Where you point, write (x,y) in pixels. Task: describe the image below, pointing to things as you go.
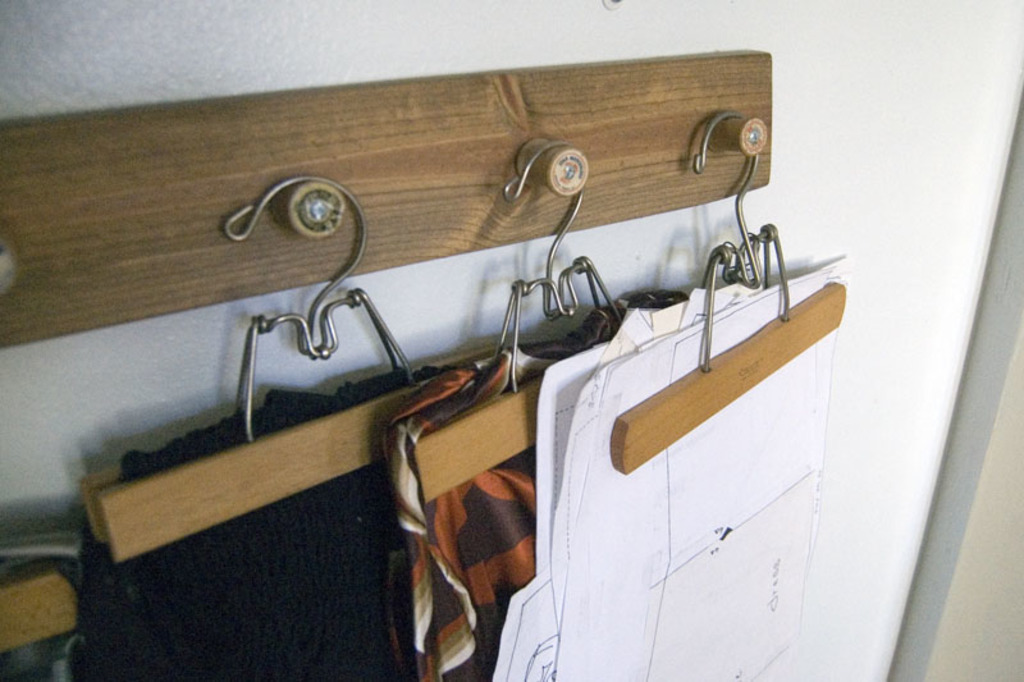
In this image we can see some clothes (504,581) and papers (630,514) on hangers (263,208) placed on a wooden board (144,208).
